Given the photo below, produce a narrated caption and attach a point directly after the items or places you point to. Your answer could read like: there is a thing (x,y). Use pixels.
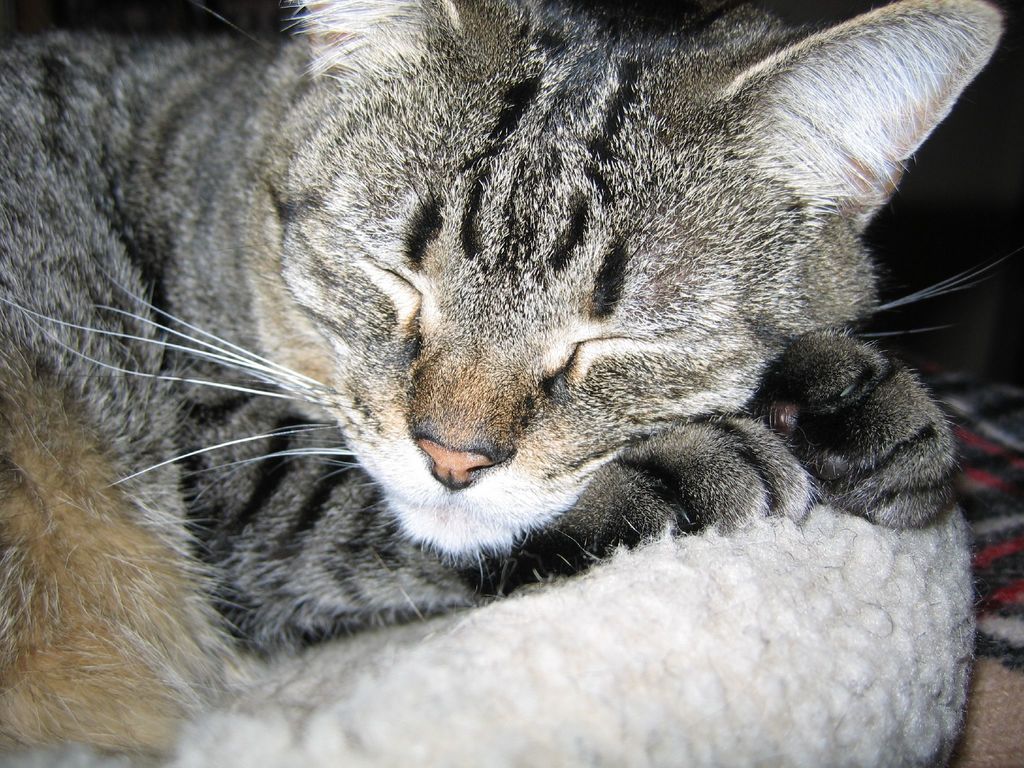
In this image, we can see a cat (446,392) is sleeping on a cloth (730,674).
